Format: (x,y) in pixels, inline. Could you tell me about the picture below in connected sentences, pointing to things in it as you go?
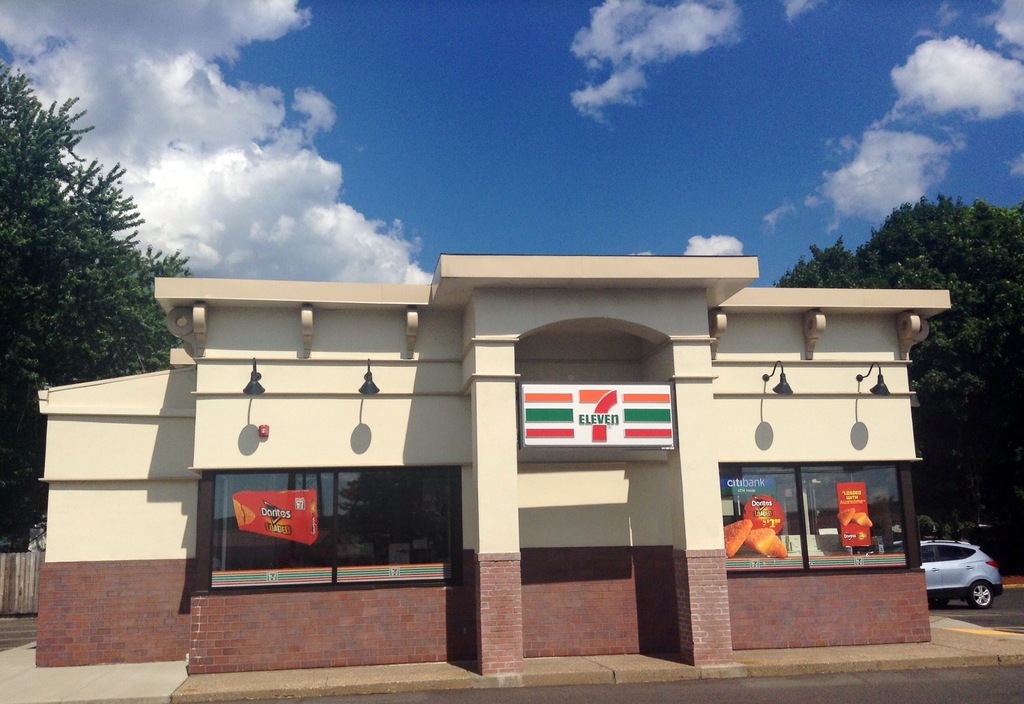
In this image there is a building (836,585) and a name board (673,422), few trees (977,498), a vehicle (976,552), lights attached to the wall (784,451) of the building (898,443) and some clouds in the sky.
